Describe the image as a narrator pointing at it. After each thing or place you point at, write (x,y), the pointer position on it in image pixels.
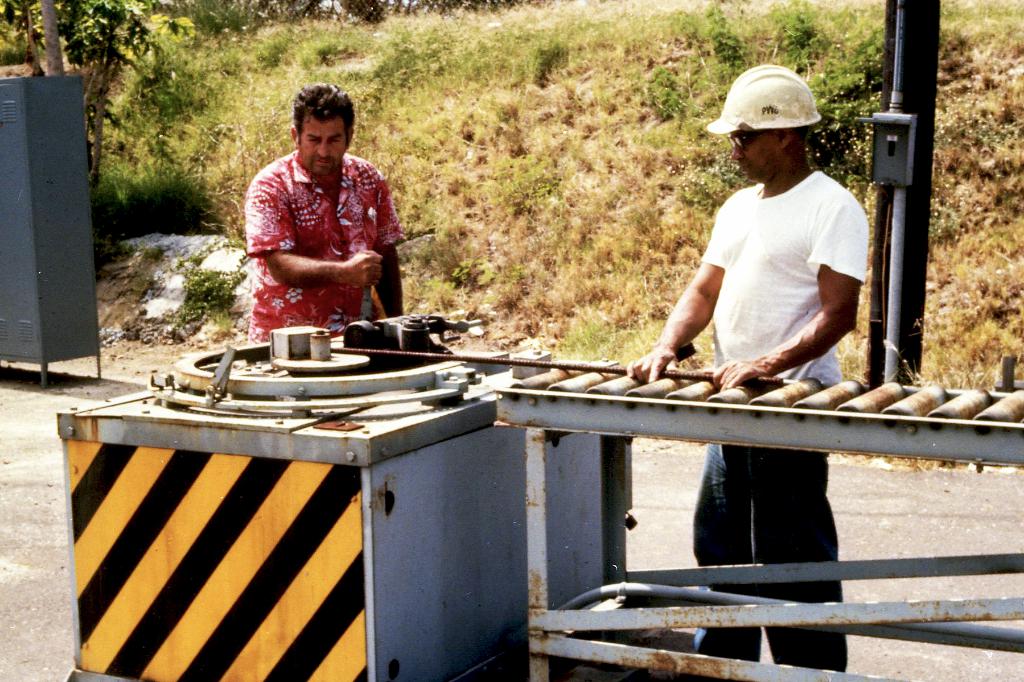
This image is taken outdoors. In the background (609,236) there is a ground (485,180) with grass (481,183) on it. There are a few trees (106,47) and plants (199,141) on the ground (985,143). On the left side of the image (67,211) there is a wardrobe (43,227) on the road (26,438). In the middle of the image (357,230) two men (377,257) are standing on the road (34,472) and there is a machine (327,405) which is made of iron (506,568). On the right side of the image (923,58) there is a pole (905,67).
